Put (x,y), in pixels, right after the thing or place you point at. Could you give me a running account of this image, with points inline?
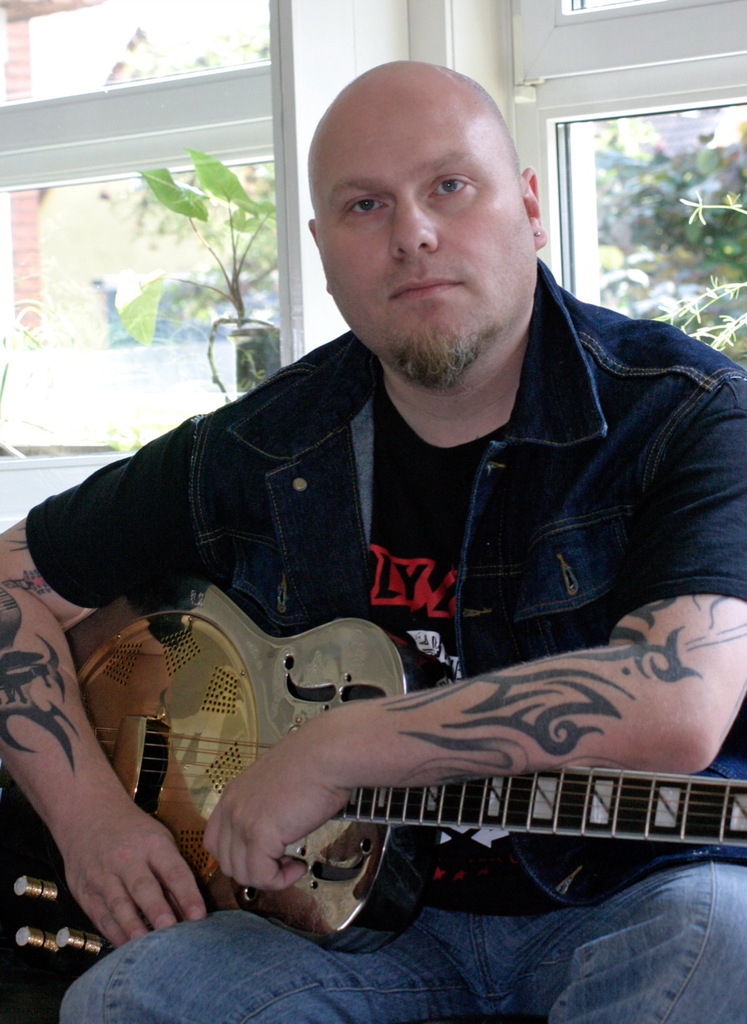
In this image there is a person (438,619) sitting and holding a guitar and at back ground (534,25) there is plant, tree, window (41,94).
